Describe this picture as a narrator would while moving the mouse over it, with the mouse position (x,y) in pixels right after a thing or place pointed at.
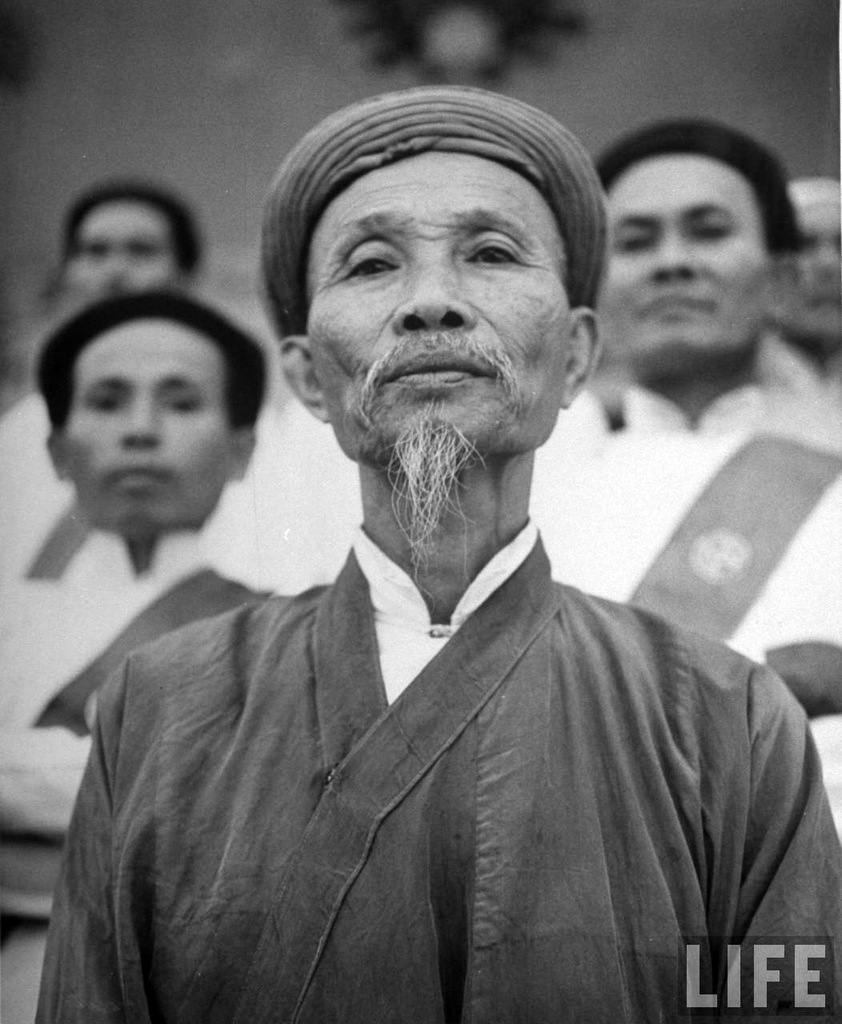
This is a black and white image. Here I can see few men (340,304) looking at the picture. The background (108,122) is blurred. In the bottom right (750,978) there is some text (731,992).
